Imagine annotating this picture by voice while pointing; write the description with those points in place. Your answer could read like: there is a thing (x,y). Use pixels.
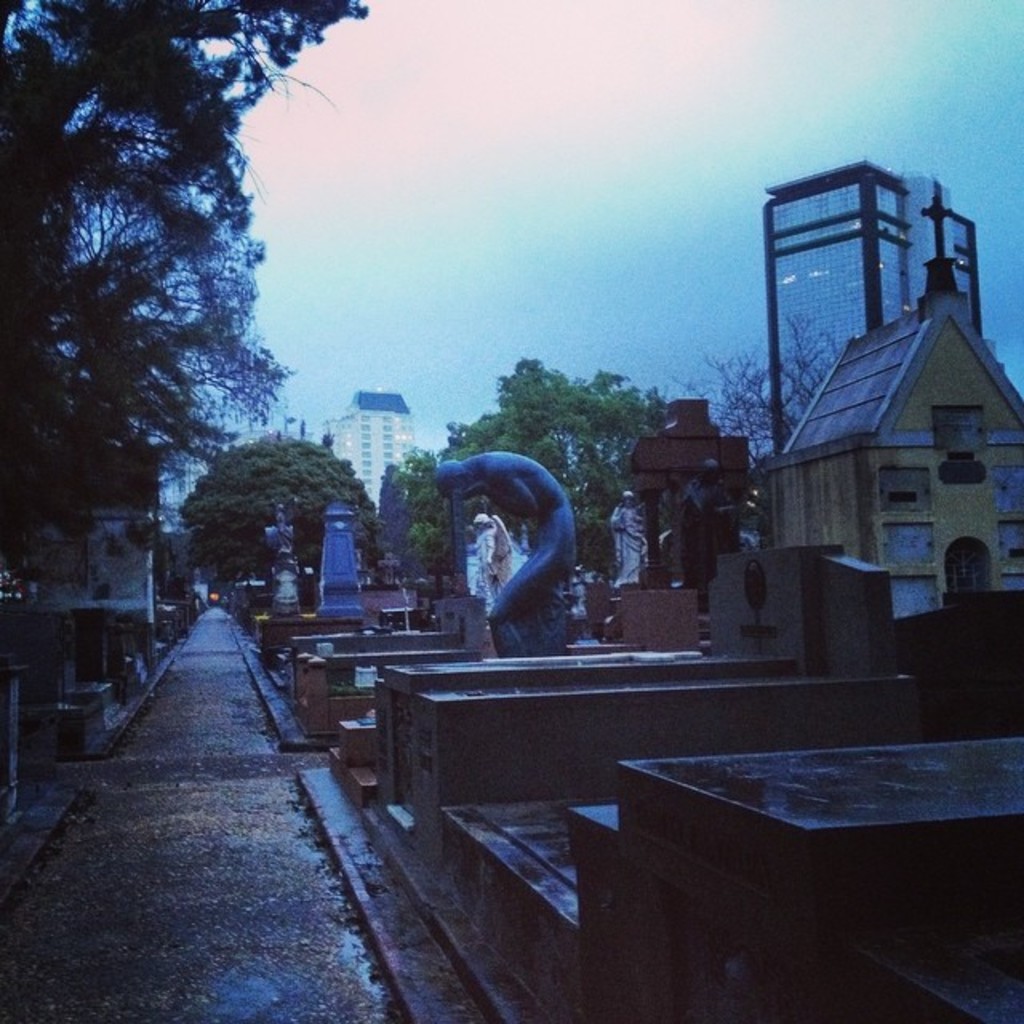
In front of the image there are statues (534,497) and some other structures (474,804). Behind them there are trees (91,469), buildings (371,397). At the top of the image (563,113) there is sky (598,85).
